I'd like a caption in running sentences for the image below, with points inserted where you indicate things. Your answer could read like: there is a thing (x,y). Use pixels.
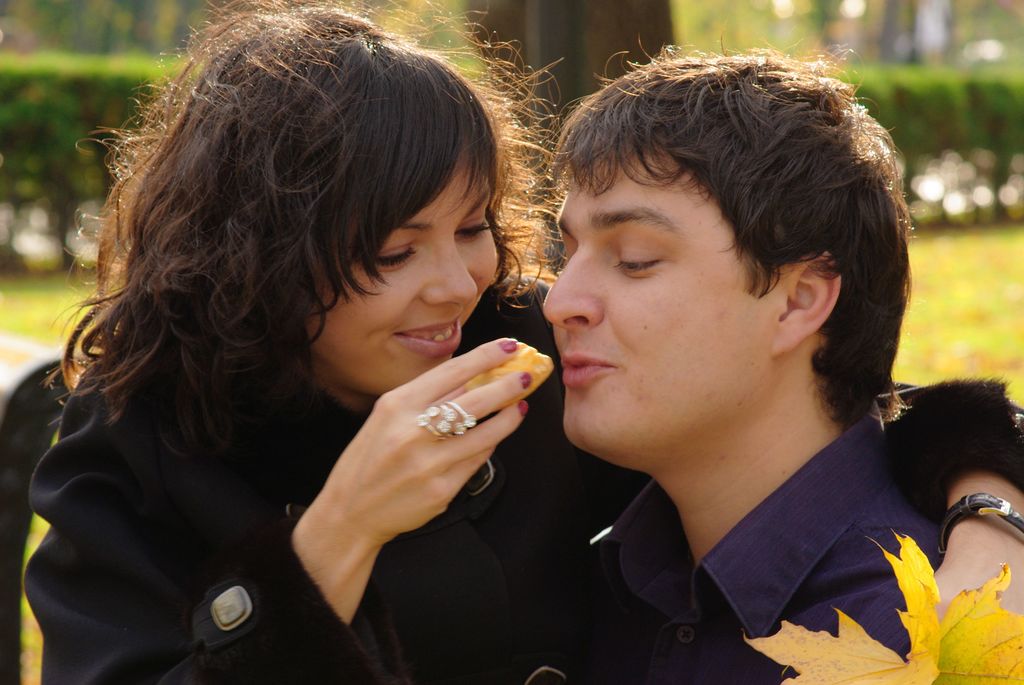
In this image in the foreground (753,401) there is one man (561,316) and one woman (206,280) and woman (517,456) is feeding some food item (491,371) to man (637,446), and they are smiling. And in the background (55,158) there are some plants (36,205), grass (958,302), and in the bottom right hand corner (961,617) there is one leaf (927,618).
